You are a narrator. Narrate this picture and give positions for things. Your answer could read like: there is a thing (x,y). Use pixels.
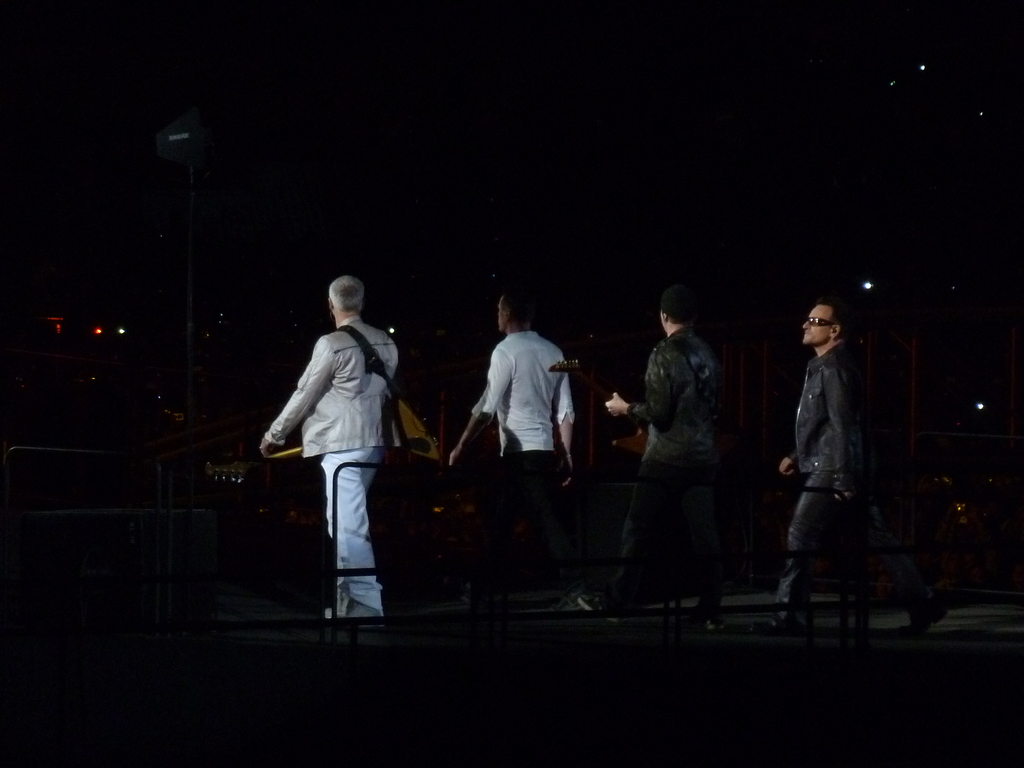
In the center of the image (348,325) there are people (340,343) walking. There is a railing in front of the image.
